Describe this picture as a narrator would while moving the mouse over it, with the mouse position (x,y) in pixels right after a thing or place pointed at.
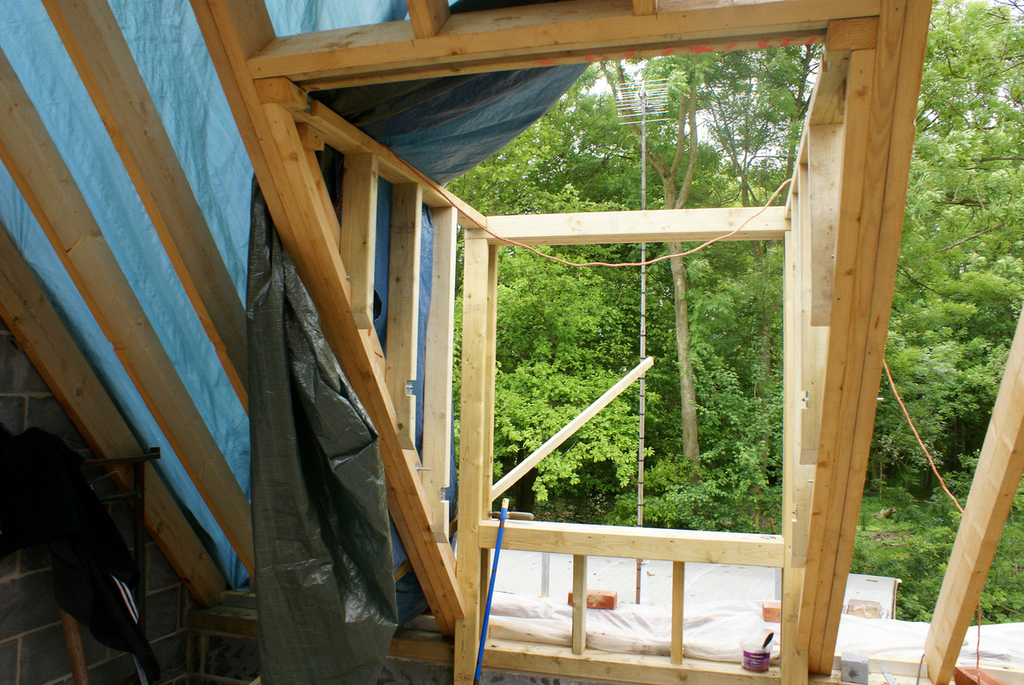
In the image we can see some wooden sticks (997,470). Behind the wooden sticks (896,150) there are some trees (735,487).
